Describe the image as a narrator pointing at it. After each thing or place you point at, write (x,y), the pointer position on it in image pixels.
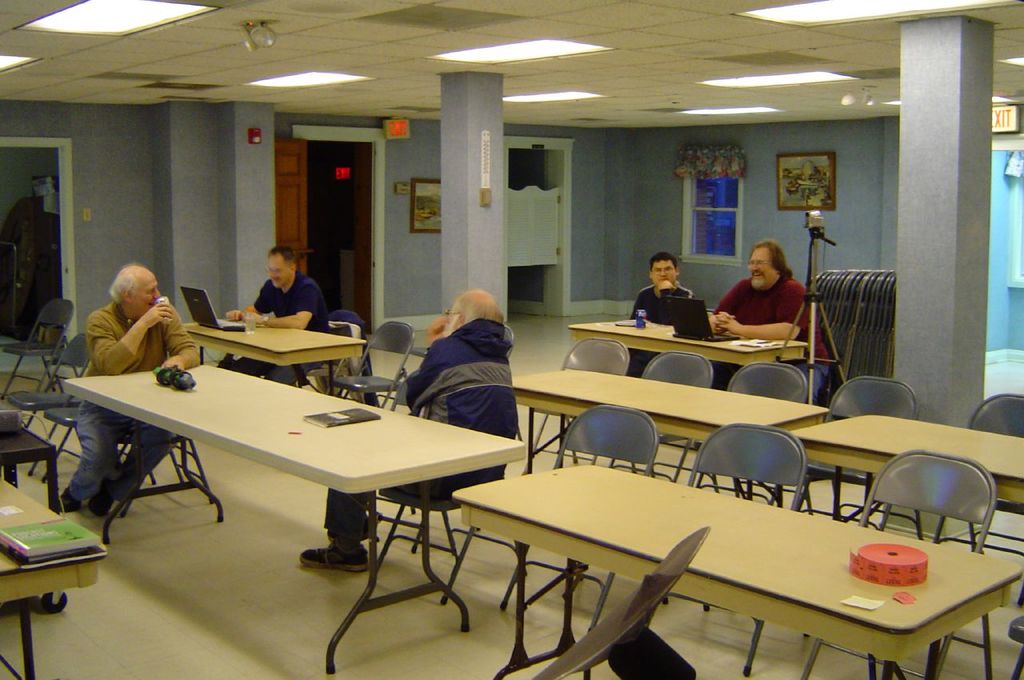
There are five people (485,308) sitting on a chair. There is a table (522,499). There is a laptop (697,310), paper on a table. We can see in the background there is a window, curtain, pillar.
